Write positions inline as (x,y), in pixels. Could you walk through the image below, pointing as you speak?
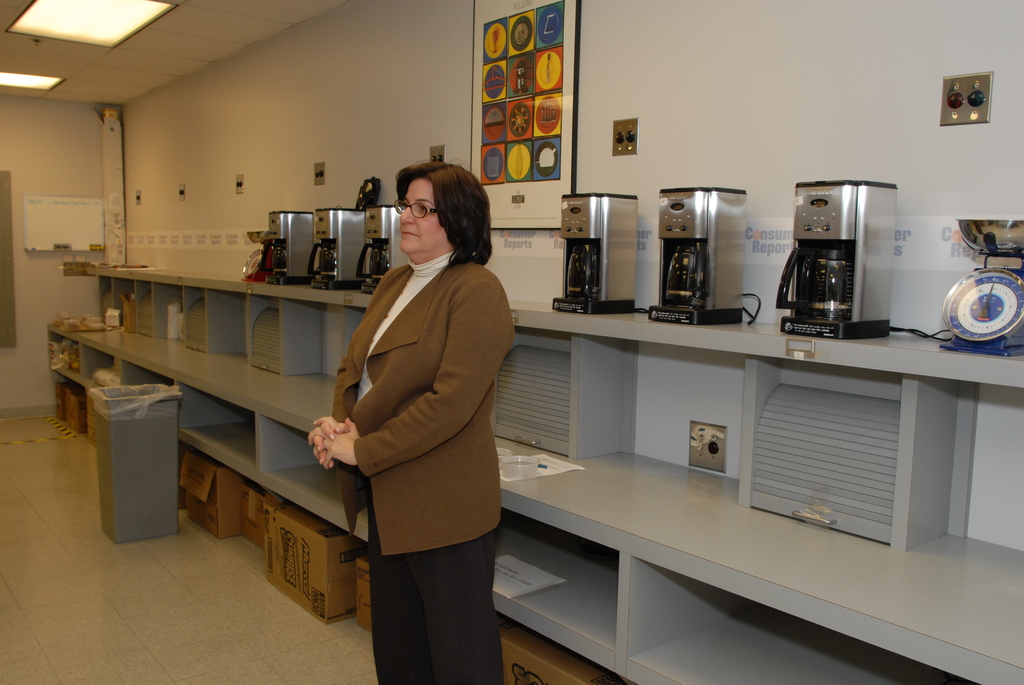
Here in this picture we can see a woman (445,281) standing on the floor (370,684) and we can see she is wearing a coat (415,369) and spectacles (414,216) on her and behind her we can see coffee machines (709,299) present on the racks (724,351) and on the extreme right side (1003,255) we can see a weighing gauge (993,242) present and on the ground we can see card board boxes (539,660) present in the racks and on the left side (175,446) we can see a dustbin (142,412) present and at the top (58,85) we can see lights (34,84) present and on the wall (133,104) we can see a portrait (474,164) present.
